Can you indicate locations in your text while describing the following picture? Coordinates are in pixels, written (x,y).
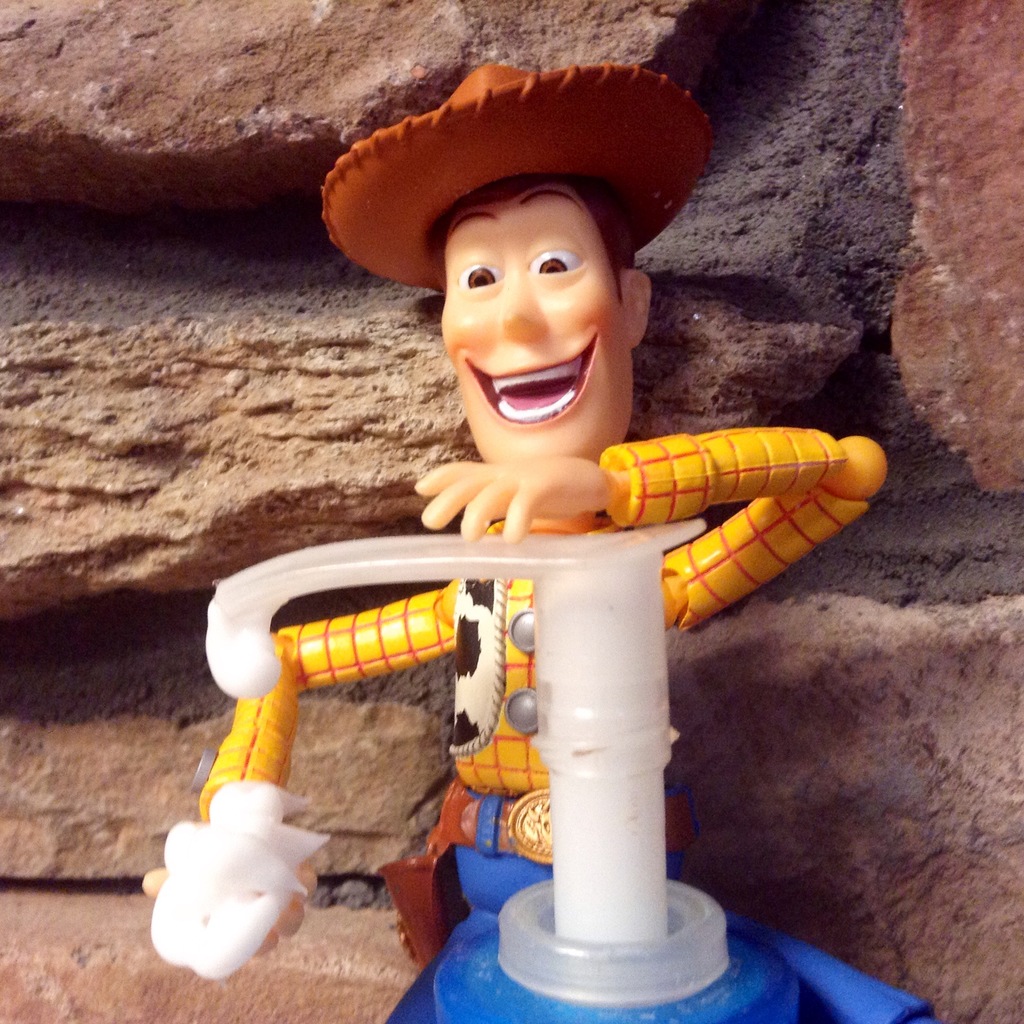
In this image, we can see a toy (523,615) and an object (567,744). In the background (269,27), there are rocks (807,340).
